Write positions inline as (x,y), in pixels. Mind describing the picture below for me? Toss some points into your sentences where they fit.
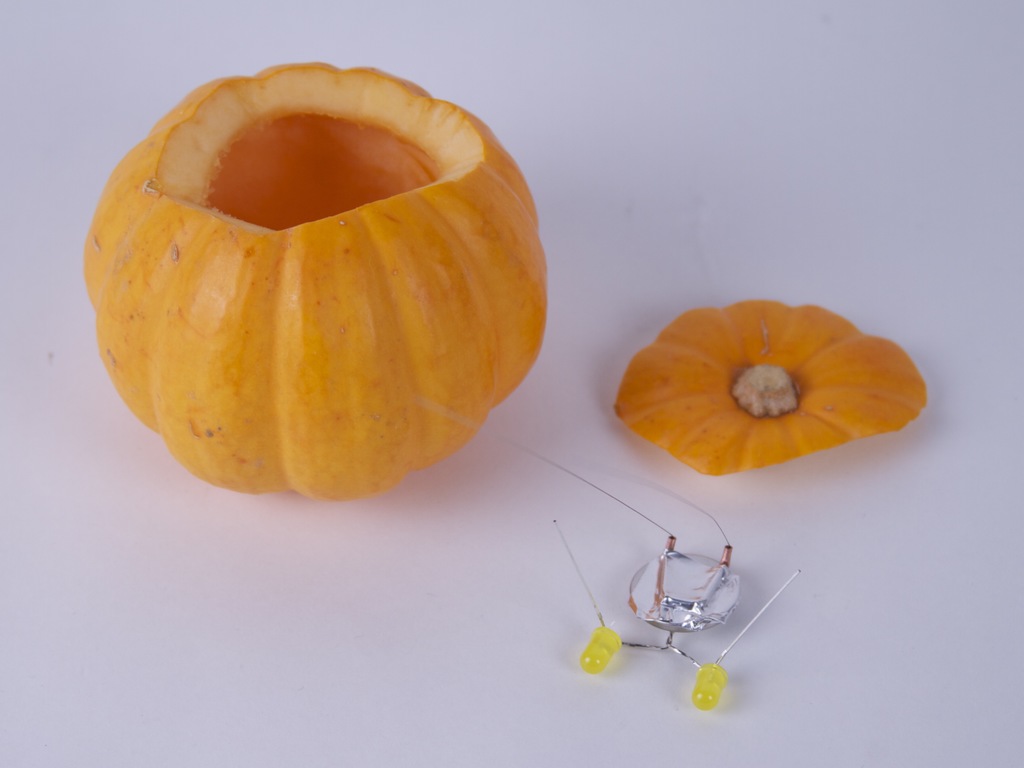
This image consist of a fruit (505,249) and there is an object (597,647) which is yellow in colour and these things (671,645) are kept on the surface (543,409) which is white in colour.
